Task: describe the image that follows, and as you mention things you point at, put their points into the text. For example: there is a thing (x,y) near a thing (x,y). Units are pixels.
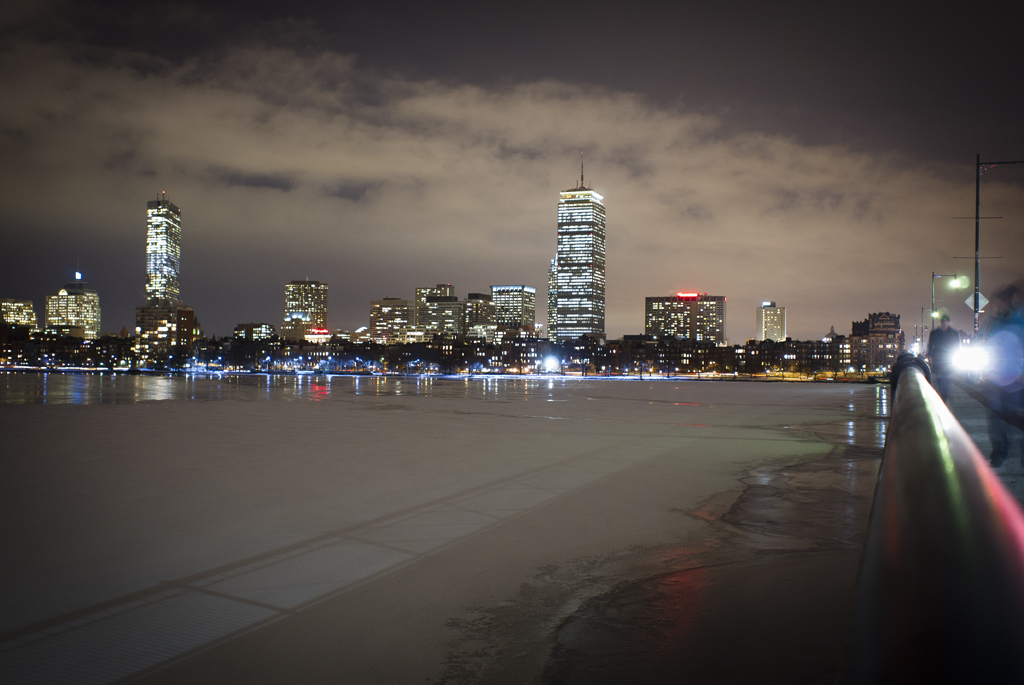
In this image I can see the water surface (340,437). On the right side (912,375) I can see a wall (902,463). I can see few buildings (527,309). At the top (468,149) I can see clouds (620,211) in the sky (828,252).
